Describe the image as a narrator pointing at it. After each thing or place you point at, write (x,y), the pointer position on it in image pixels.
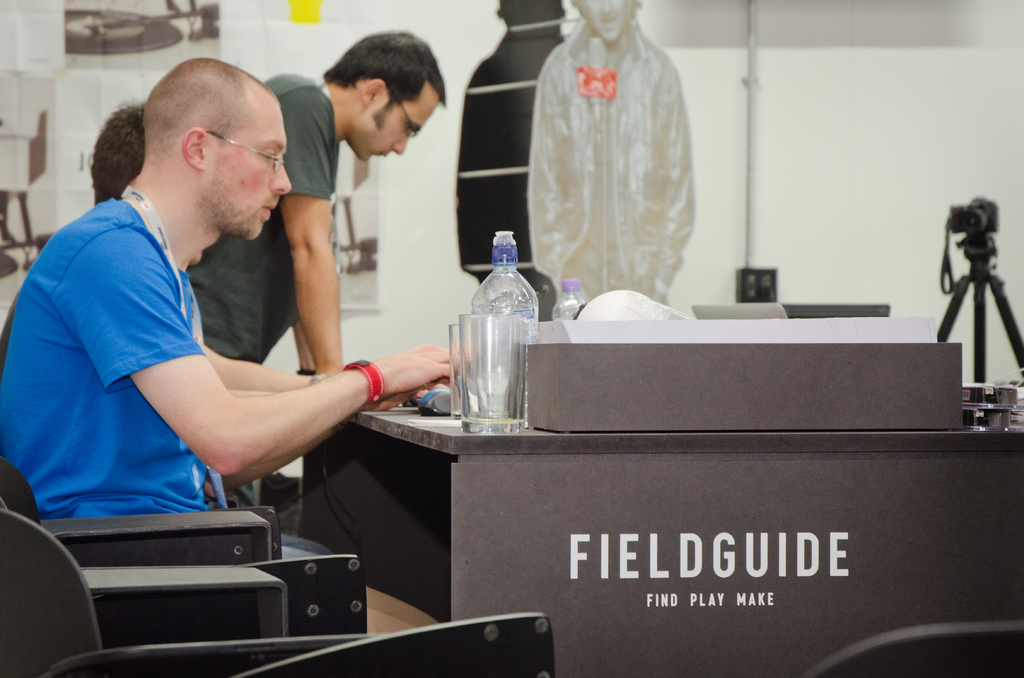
In this image there are three, two people (125,232) are sitting and one is standing. There is a glass (479,358) and a bottle (504,312) on the table (502,440) and at the back (957,223) there is a camera (957,223).
